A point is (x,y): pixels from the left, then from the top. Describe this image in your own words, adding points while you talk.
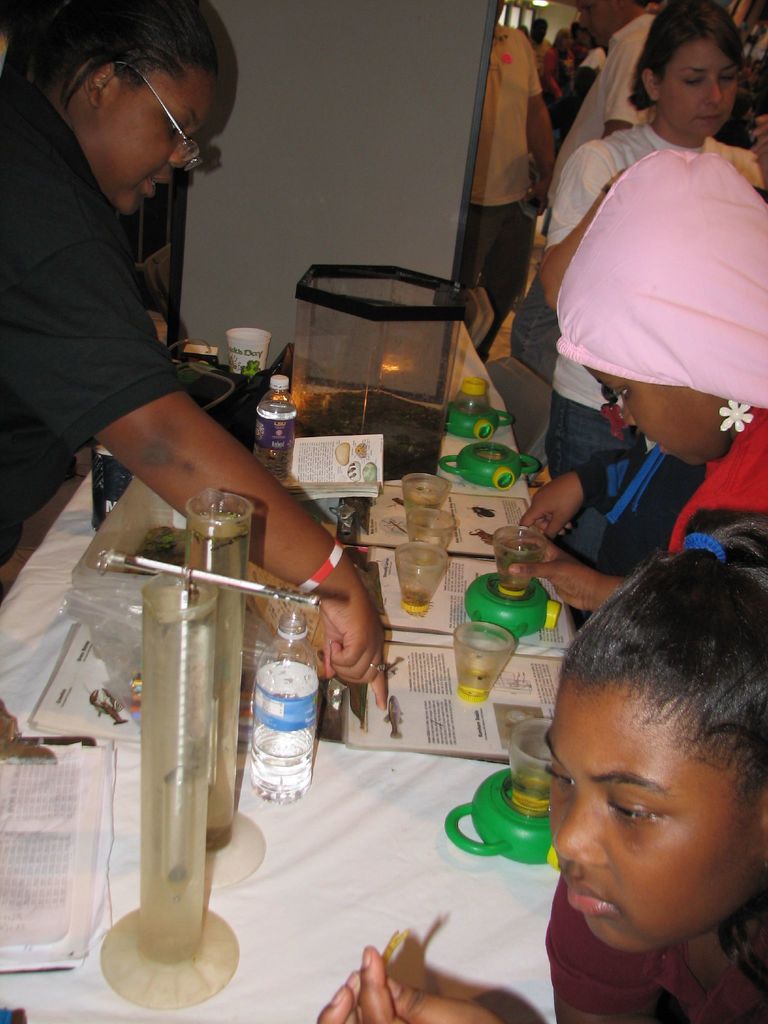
In the center (471,670) we can see table (368,764), on table (365,755) there is a water bottle (280,755), papers (34,861), glasses (469,661), book (475,735) and pen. Round table (302,945) we can see few persons (26,273) were standing. In the background (512,87) there is a wall (369,66) and group of persons (544,79) were standing.
